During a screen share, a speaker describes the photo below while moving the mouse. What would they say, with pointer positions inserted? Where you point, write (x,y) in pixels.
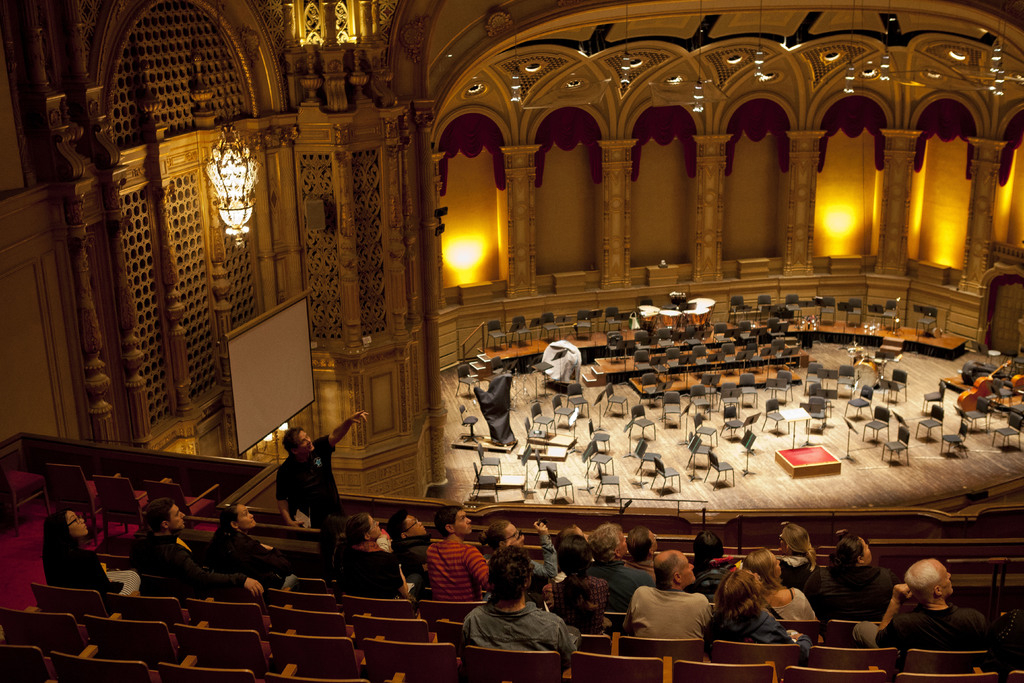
In this image I can see few persons (512,575) sitting on benches (454,603) which are brown in color and a person (312,505) wearing black dress (319,473) is standing in front of them and in the background (339,401) I can see the interior of the building (612,58), a chandelier (240,187), few lights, a board (280,340), few chairs (666,420) and a musical instrument (1018,383).
